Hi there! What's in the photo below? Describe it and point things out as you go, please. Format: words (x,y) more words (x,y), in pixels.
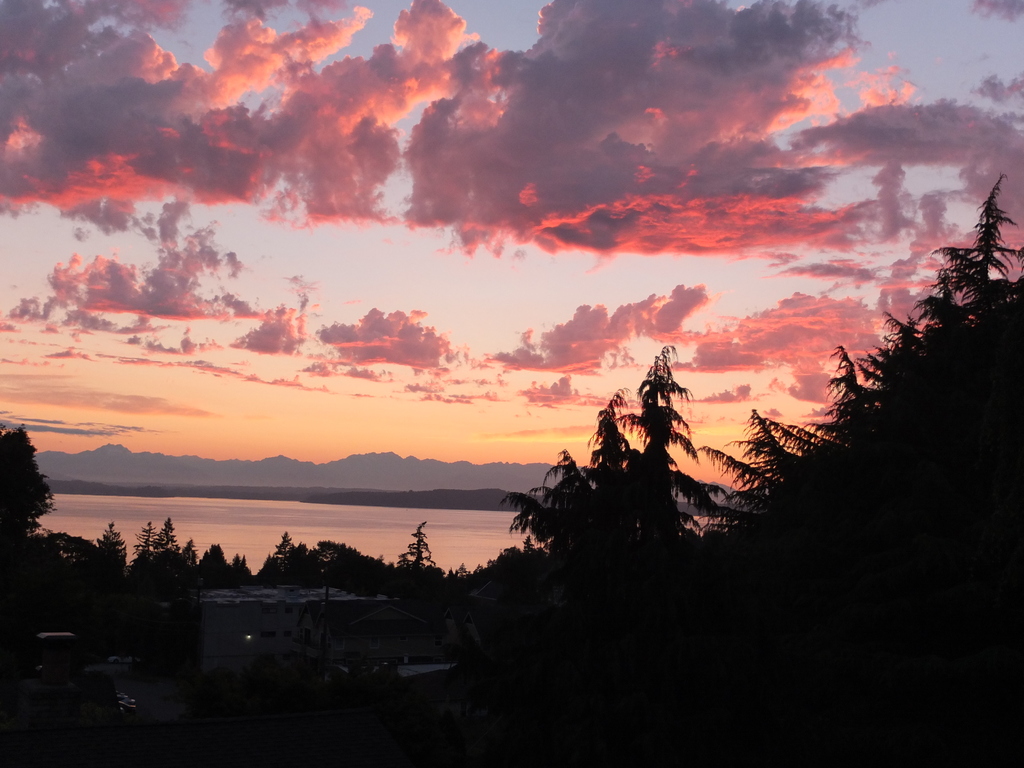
In this picture we can see trees (513,640), water (173,516), mountains (134,476), some objects (309,598) and in the background (221,219) we can see the sky (476,228) with clouds (476,228).
